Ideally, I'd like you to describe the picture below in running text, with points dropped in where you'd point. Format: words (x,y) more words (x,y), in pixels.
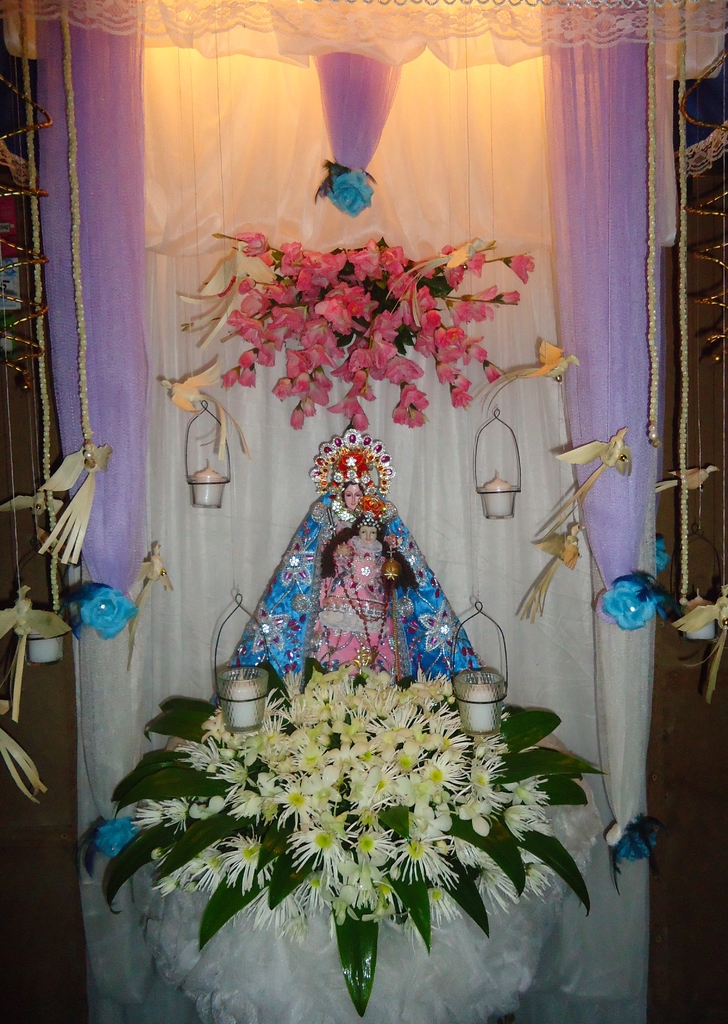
In the middle of the picture (325,635), we see an idol (378,576) of the goddess (406,615), which is decorated with flowers (368,752) and leaves (402,826). Beside that, we see candles (219,479) and artificial birds (221,455). Behind that, we see a white curtain (249,389) on which flowers (315,268) are placed and these flowers (519,271) are in pink color.
